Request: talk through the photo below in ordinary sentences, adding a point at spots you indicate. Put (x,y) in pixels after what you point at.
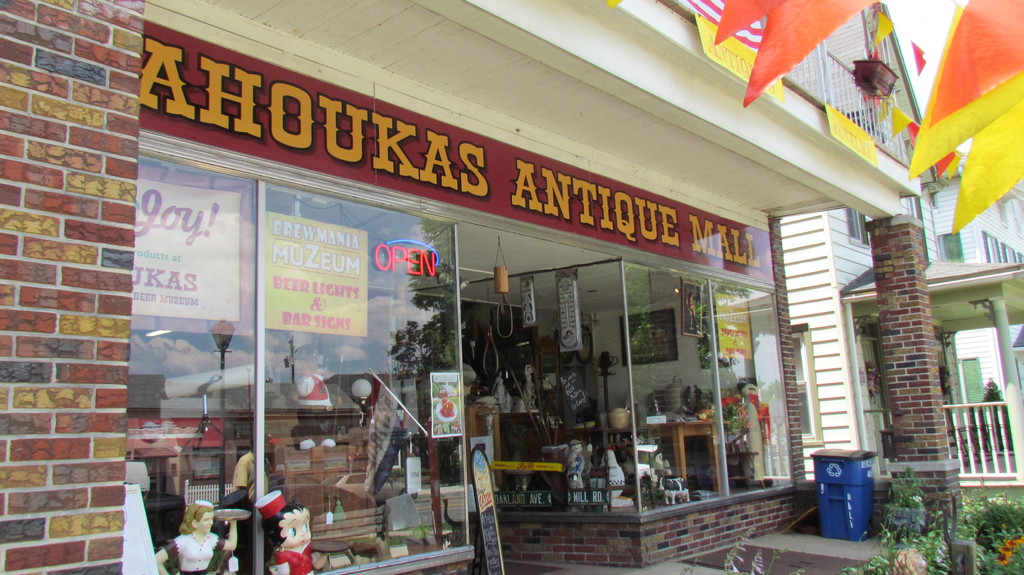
On the right (963,537) there are plants (958,532). In the foreground of the picture (499,219) there is a store (514,337). In the store (452,388) there are toys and other object (480,418). At the top (988,140) there are ribbons (912,126). On the right (834,334) they are building (851,331), tree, plants (991,530) and dustbin (836,491).
